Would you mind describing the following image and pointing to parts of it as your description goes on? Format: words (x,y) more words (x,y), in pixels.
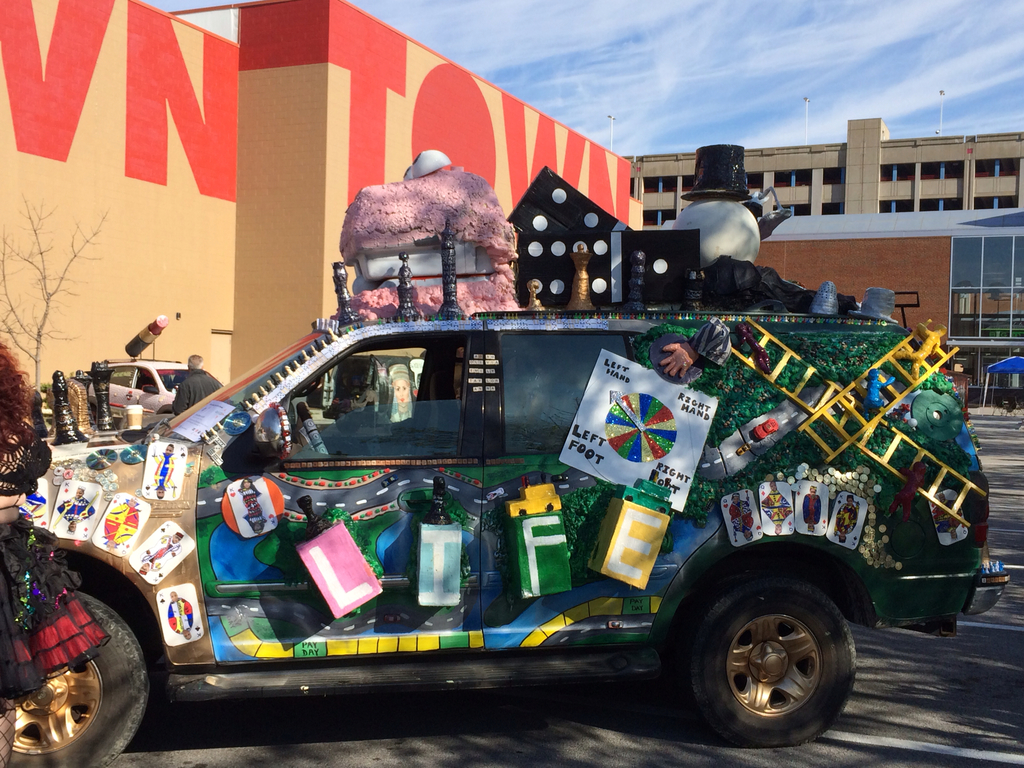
In this picture we can see a vehicle (608,601) on the road (642,720) with posters (585,441), ladders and some objects (395,240) on it. In the background (181,378) we can see a person (212,380), vehicle (151,390), tree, walls (284,142), buildings (866,223), tent (1002,368), poles (611,120) and the sky (594,95).
